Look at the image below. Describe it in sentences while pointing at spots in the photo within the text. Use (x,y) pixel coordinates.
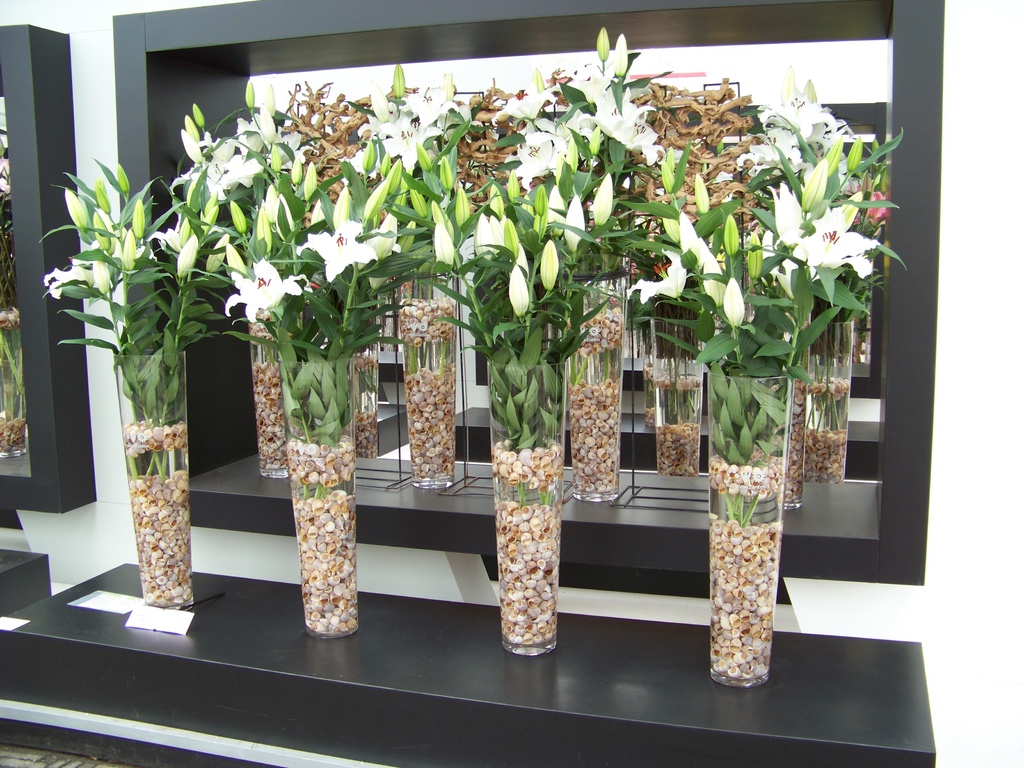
In this image we can see some flower vases (136,482) which are arranged in shelves (204,407) and there are some flowers (220,188) grown to it which are in white color and we can see a wall (1020,311).
